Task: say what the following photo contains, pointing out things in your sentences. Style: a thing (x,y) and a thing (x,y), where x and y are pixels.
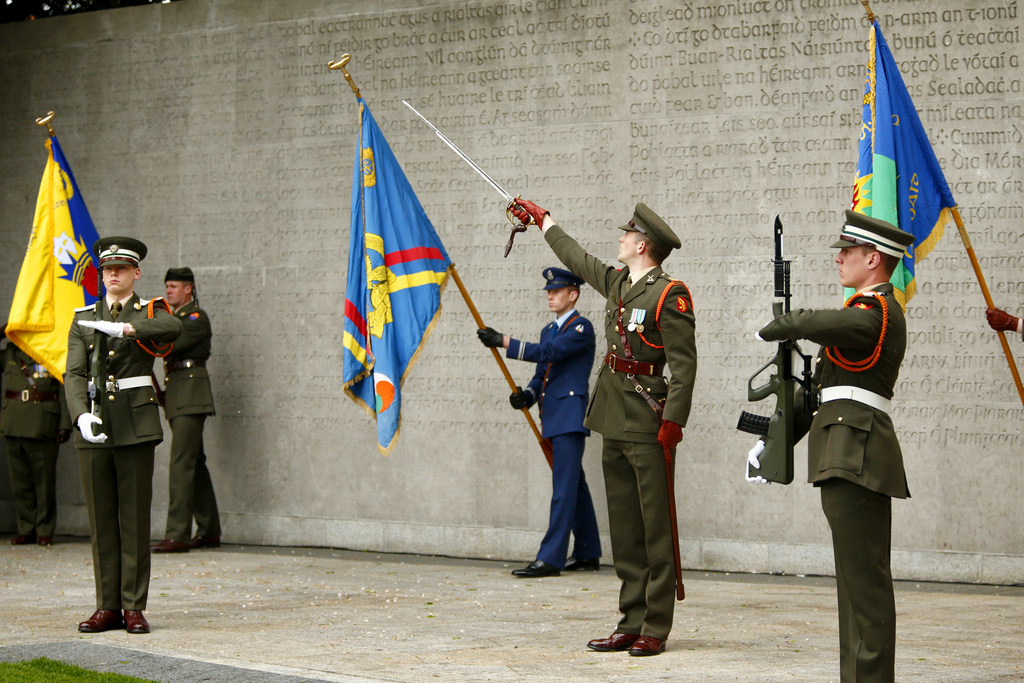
In the middle of the image (389,448) few people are standing and holding some weapons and swords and flags (63,241). Behind them there is wall (317,188).
